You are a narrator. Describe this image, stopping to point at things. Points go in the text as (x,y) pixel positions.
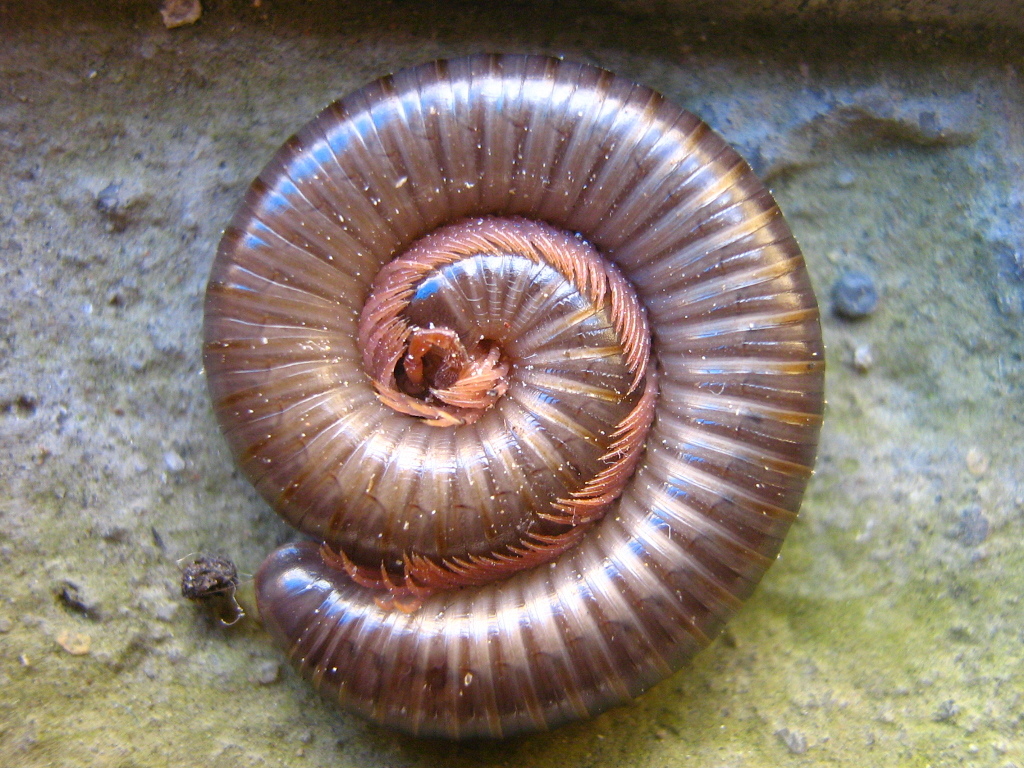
In the image in the center (484,405), we can see one curled millipede (606,452), which is brown in color.
